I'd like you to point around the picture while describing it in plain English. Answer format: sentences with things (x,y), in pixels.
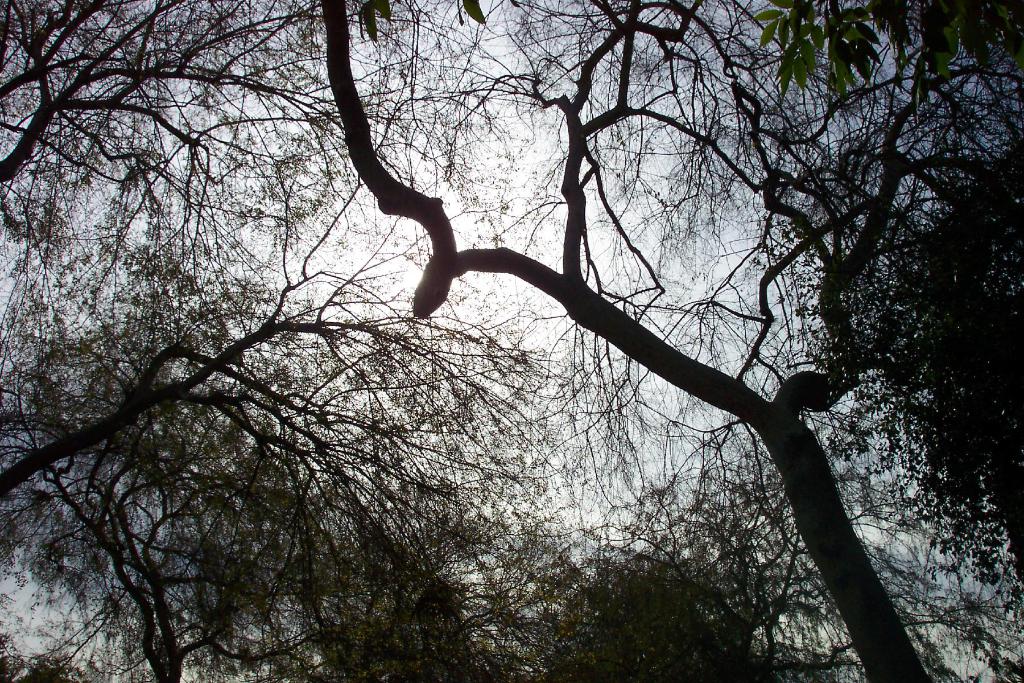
In this image I can see few trees (318,544) which are green and black in color and in the background (728,352) I can see the sky (545,142) and the sun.
